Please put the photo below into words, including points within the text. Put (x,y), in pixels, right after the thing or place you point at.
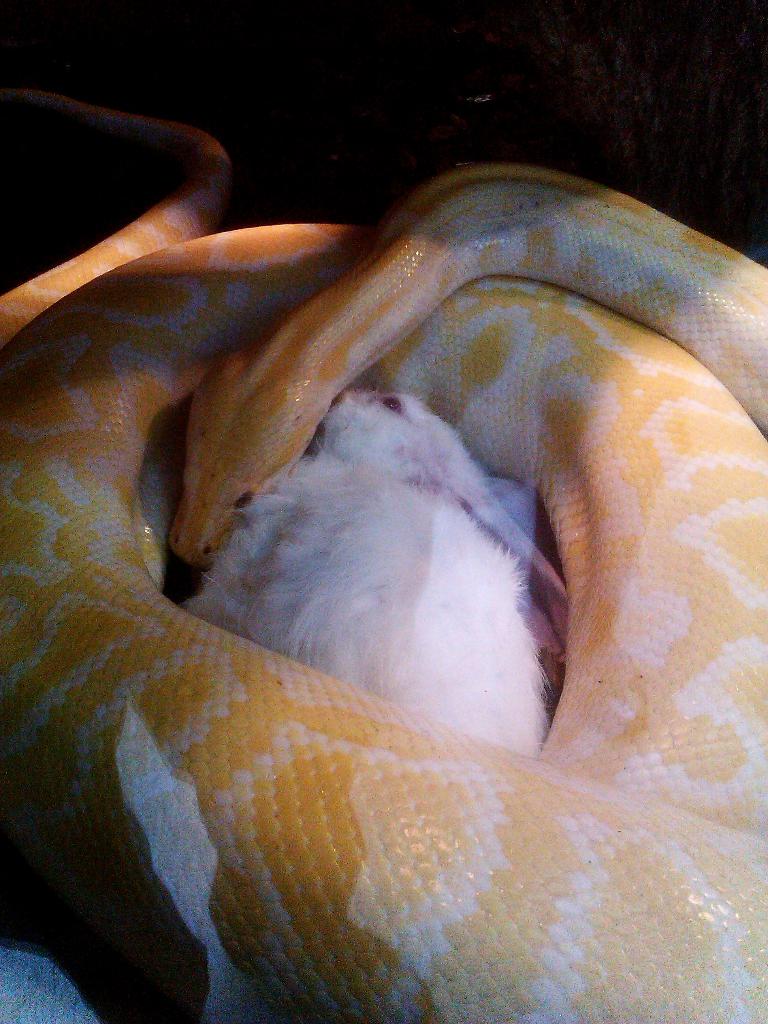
In this image we can see a snake (288,872) and a rabbit (495,633).
